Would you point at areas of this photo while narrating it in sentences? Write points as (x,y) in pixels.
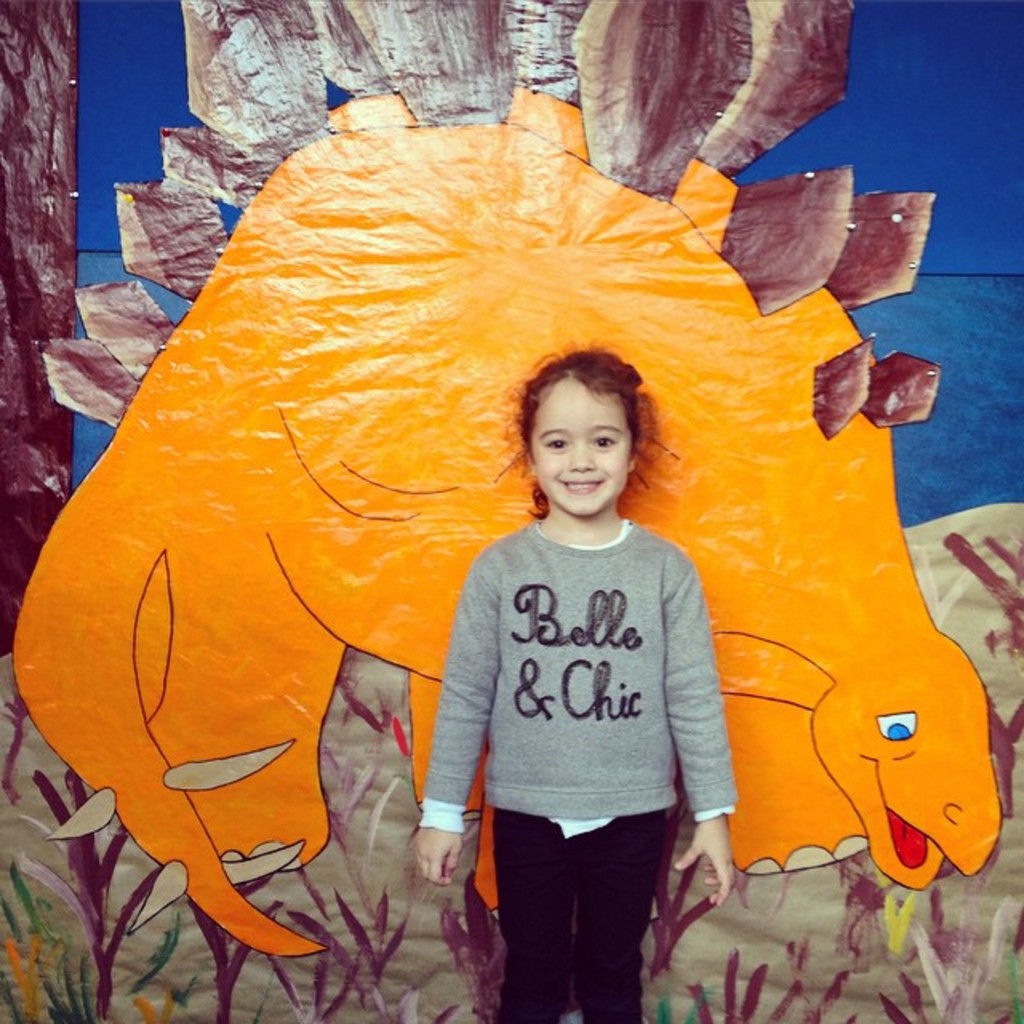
As we can see in the image there is a girl (610,656) standing and drawing (121,568) of an animal (254,383) and plants (320,985).
